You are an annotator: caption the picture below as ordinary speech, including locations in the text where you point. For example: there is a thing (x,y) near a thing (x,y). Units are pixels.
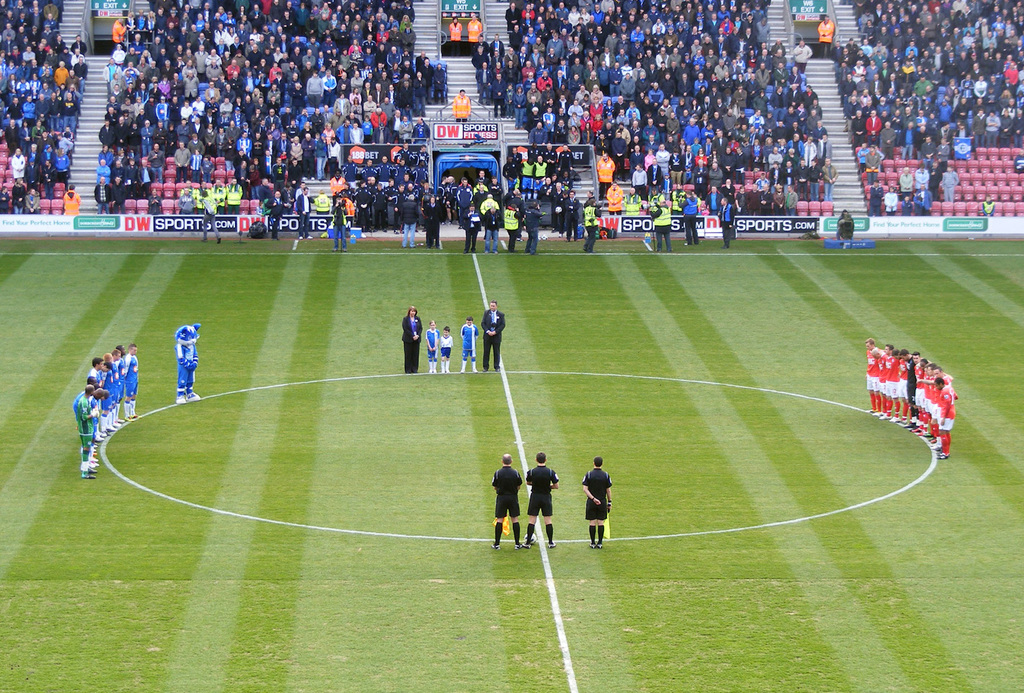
Here in this picture we can see a ground (483,378), in which on the either side we can see a group of men (928,386) standing over there and in the middle of it we can see referees (507,490) and some other people (486,357) present over there and behind them we can see other number of people (328,198) who came to watch the game, standing in the stands (1015,190) over there and we can see the ground (7,372) is fully covered with grass (37,364) over there.
